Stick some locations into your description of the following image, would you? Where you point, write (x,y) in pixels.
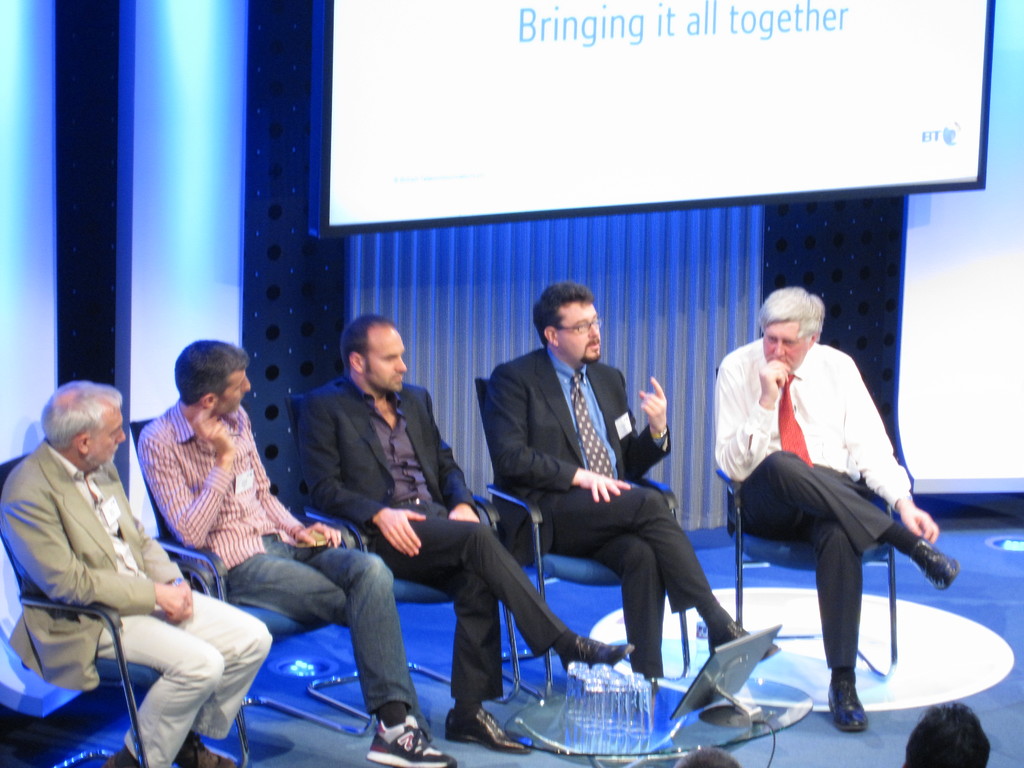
In this image we can see people (530,642) sitting. There is a table (625,751) and we can see glasses (636,712) and a tab (715,710) placed on the table (661,709). In the background (678,260) there is a screen (461,205) and a wall (290,300). At the bottom (957,727) there are people (915,732).
